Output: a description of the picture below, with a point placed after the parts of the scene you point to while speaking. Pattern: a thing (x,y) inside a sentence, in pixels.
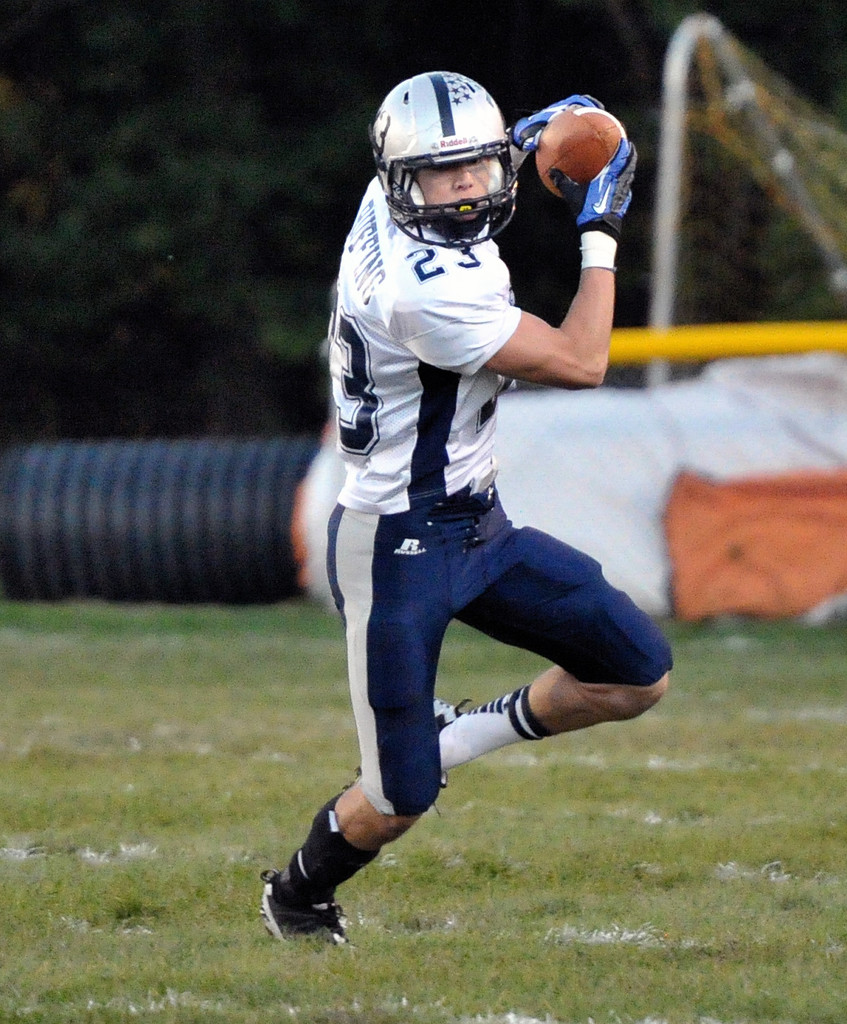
In the image we can see a person (506,560) wearing clothes (439,414), helmet (440,222), gloves (603,173) and shoes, and the person (478,177) is holding a ball (588,147) in hands (613,171). There is a grass (650,872) and the background (154,264) is blurred.
